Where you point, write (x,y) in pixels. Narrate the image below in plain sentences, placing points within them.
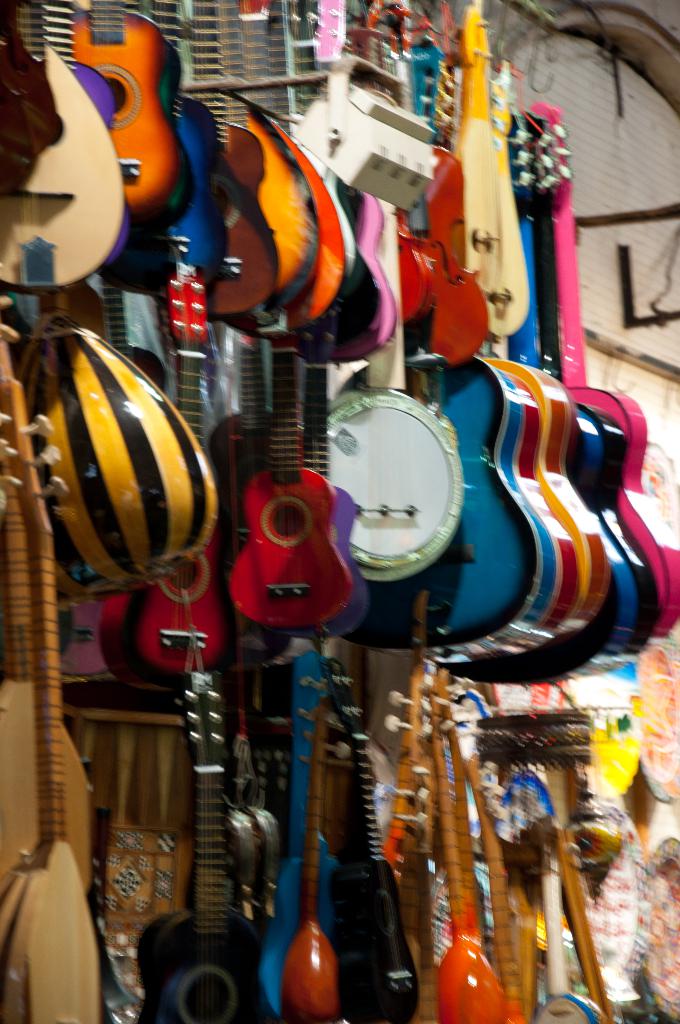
There are many guitars (352,262) in this image. There are guitars (258,389) like smaller size and little larger size. There are guitars (531,554) with different colors like red, blue, black and orange, at the top (366,144) there is a light (391,148).
